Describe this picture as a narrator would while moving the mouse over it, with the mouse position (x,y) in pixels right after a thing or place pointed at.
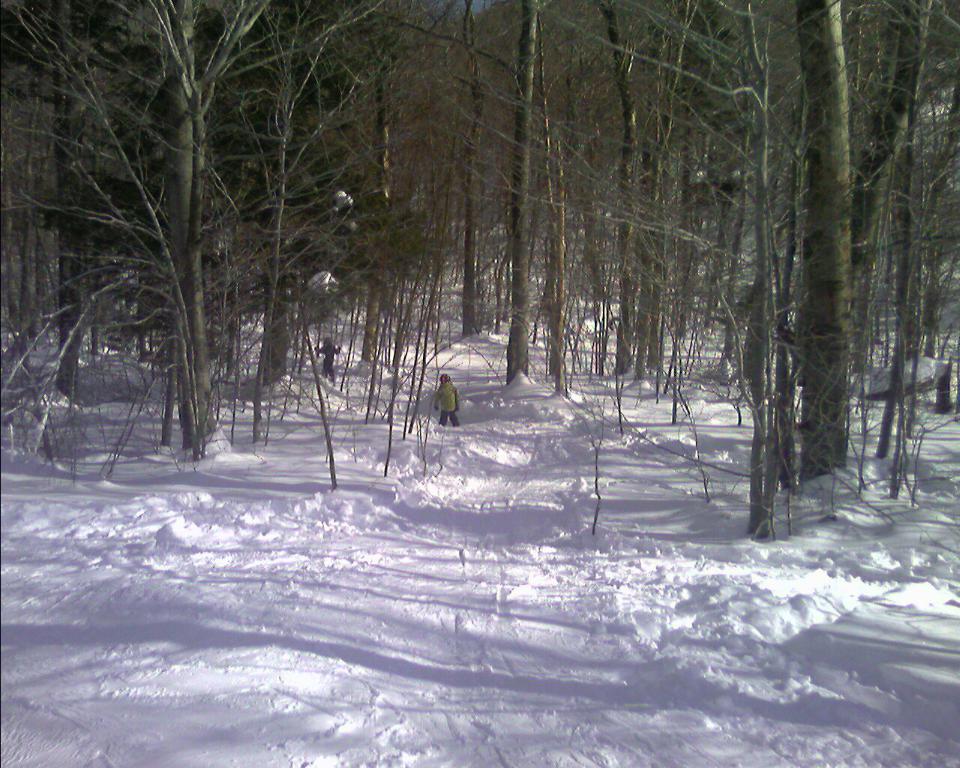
In this image I can see a person (443,399) standing and the person (443,399) is wearing green color jacket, background (629,237) I can see dried trees (400,240) and the snow (403,354) in white color.
